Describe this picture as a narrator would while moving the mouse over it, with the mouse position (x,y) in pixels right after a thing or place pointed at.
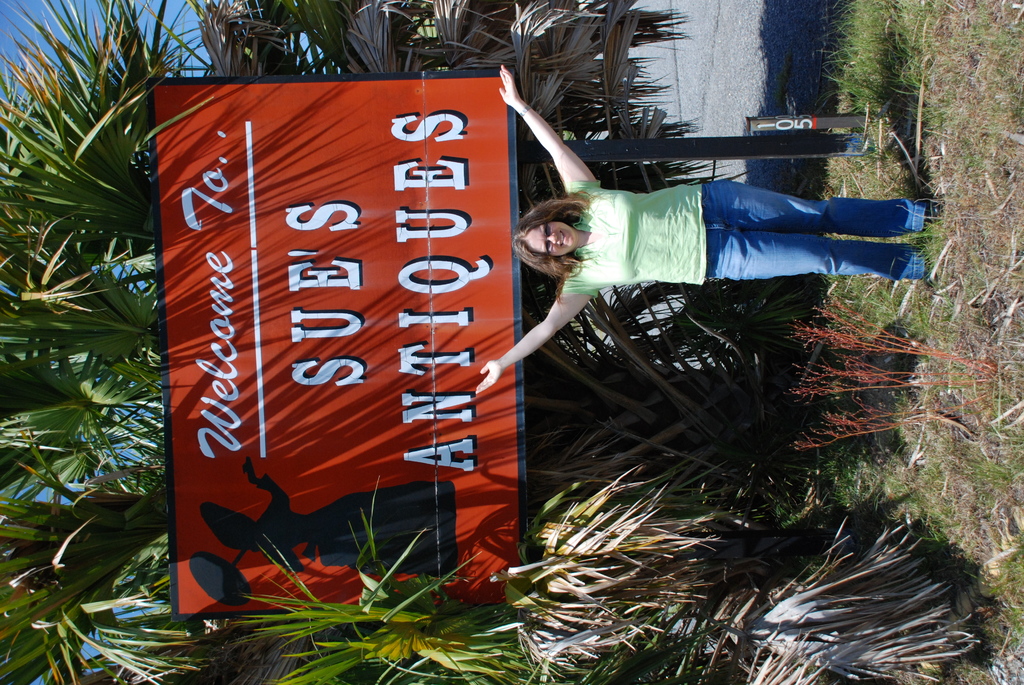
In this image, we can see a woman (662,259) is standing on the ground (946,210) and smiling. She raises her hands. Here there is a hoarding (391,508) and trees (407,553). On the right side of the image (991,134), we can see plants (846,344), grass (922,330) and few objects (770,123). On the left side (198,40) background (148,36) we can see the sky (190,30). On the hoarding (365,261), we can see some text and figure (270,533).
